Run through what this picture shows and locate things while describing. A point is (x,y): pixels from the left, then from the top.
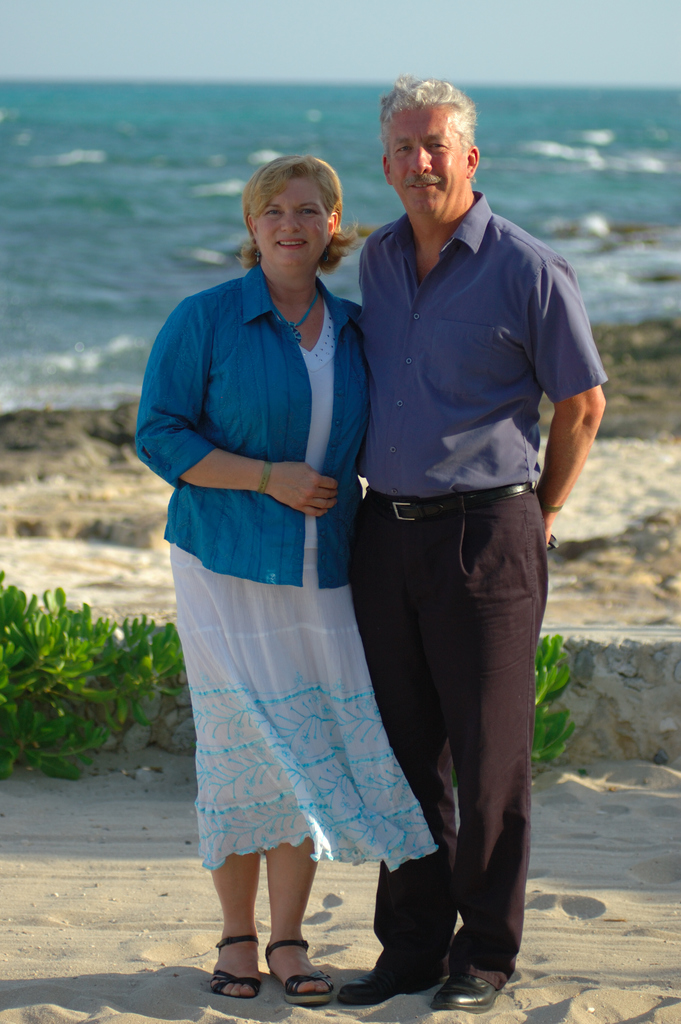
This picture is clicked outside. On the right (463,545) we can see a man (471,343) wearing shirt (435,450) and standing on the sand (112,942) and we can see a woman (271,325) wearing white color dress (284,733), smiling and standing on the sand (97,883). In the background (83,682) we can see the green leaves (56,635), rocks (62,428) and a water body (233,139) and some other objects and the sky (100,1).
